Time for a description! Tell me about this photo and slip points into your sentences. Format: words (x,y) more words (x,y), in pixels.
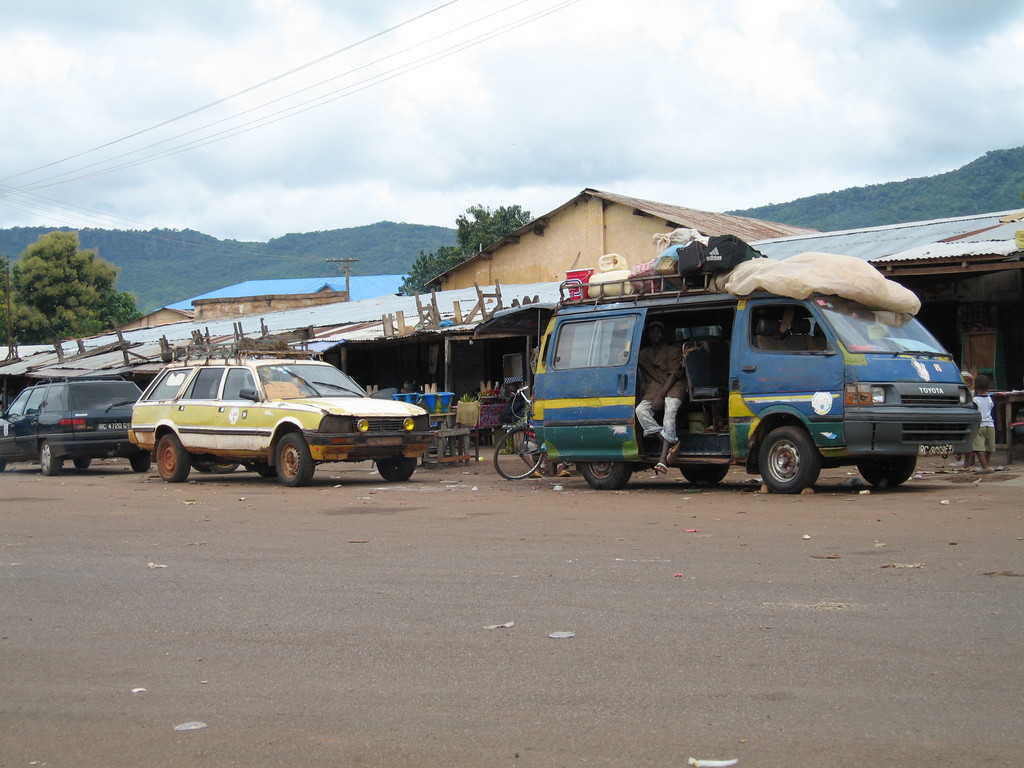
In this picture we can see vehicles (936,364) on the road (365,607), trees (88,303), sheds (923,263), wires (302,103) and in the background (400,123) we can see the sky (589,123) with clouds (403,167).
